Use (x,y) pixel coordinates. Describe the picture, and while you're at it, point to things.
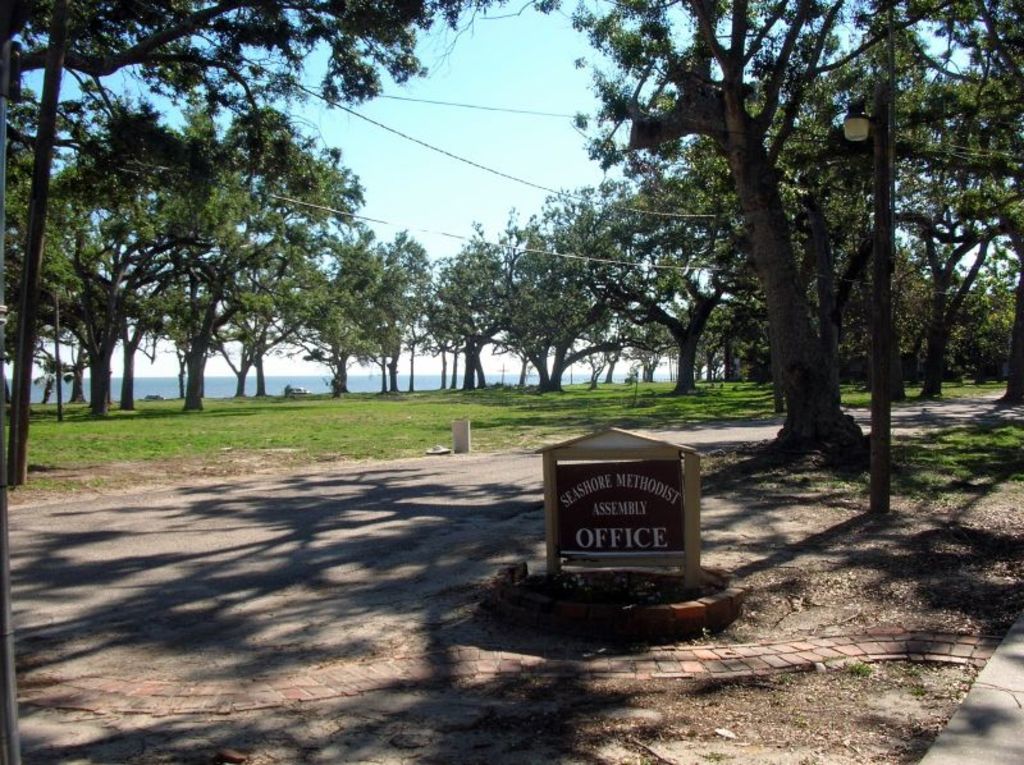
In the image there is a sign board (566,492) with the name of the office and behind the sign board (569,516) there are trees (187,341), grass (416,396) and water surface (378,387).
